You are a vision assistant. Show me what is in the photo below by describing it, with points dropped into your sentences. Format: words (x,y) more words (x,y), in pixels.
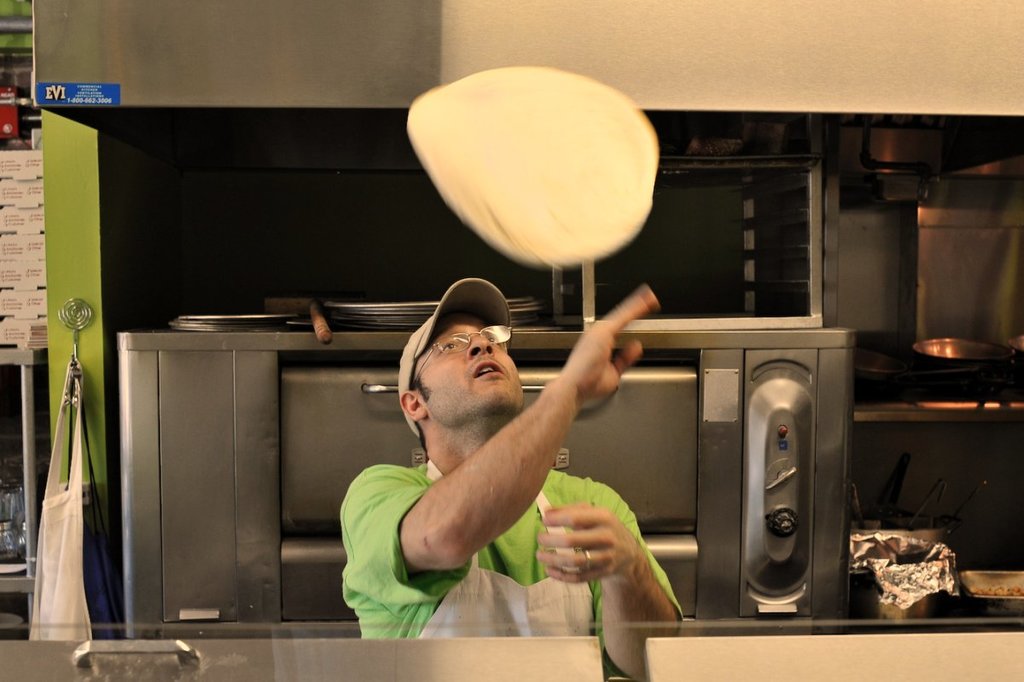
In this image there is a person (503,486) tossing dough (522,241), in the background (850,386) there is an oven (835,355), on the top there are vessels (525,302), on the right side (958,574) there are vessels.
